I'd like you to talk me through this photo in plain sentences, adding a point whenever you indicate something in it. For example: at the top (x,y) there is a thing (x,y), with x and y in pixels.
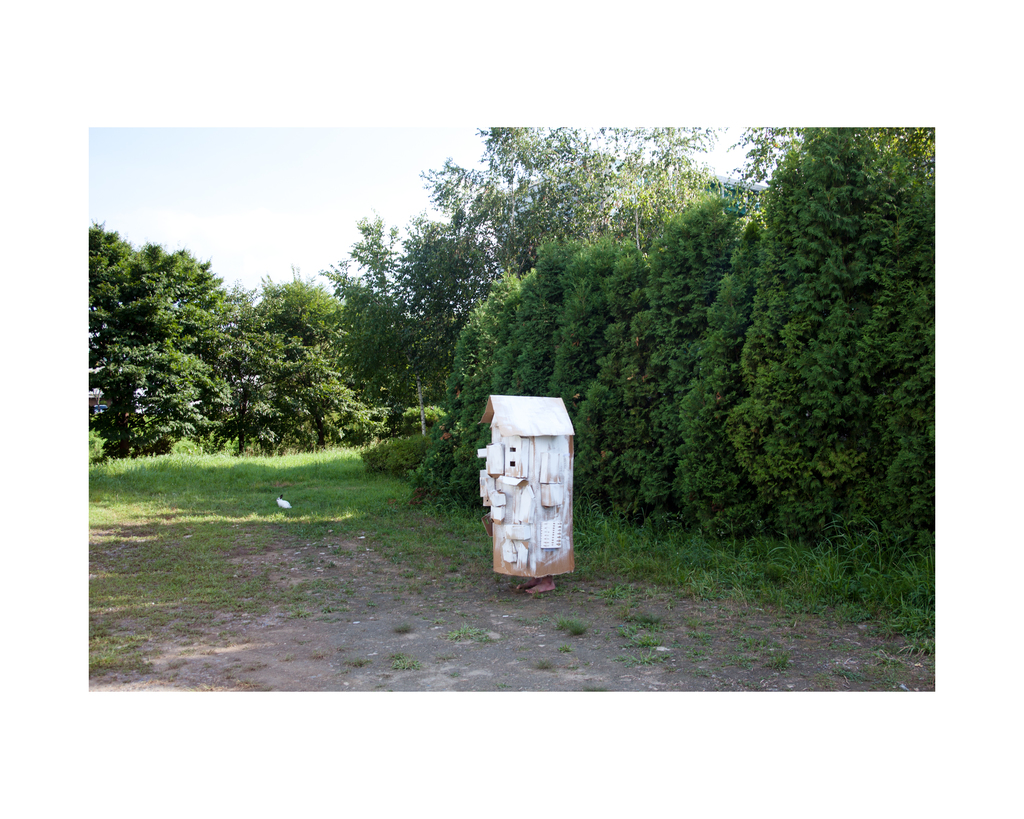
In this picture I can see grass ground (397,558) and a white color thing (515,500). There are number of trees (503,382). There is clouds (278,243) in the sky (297,223).
